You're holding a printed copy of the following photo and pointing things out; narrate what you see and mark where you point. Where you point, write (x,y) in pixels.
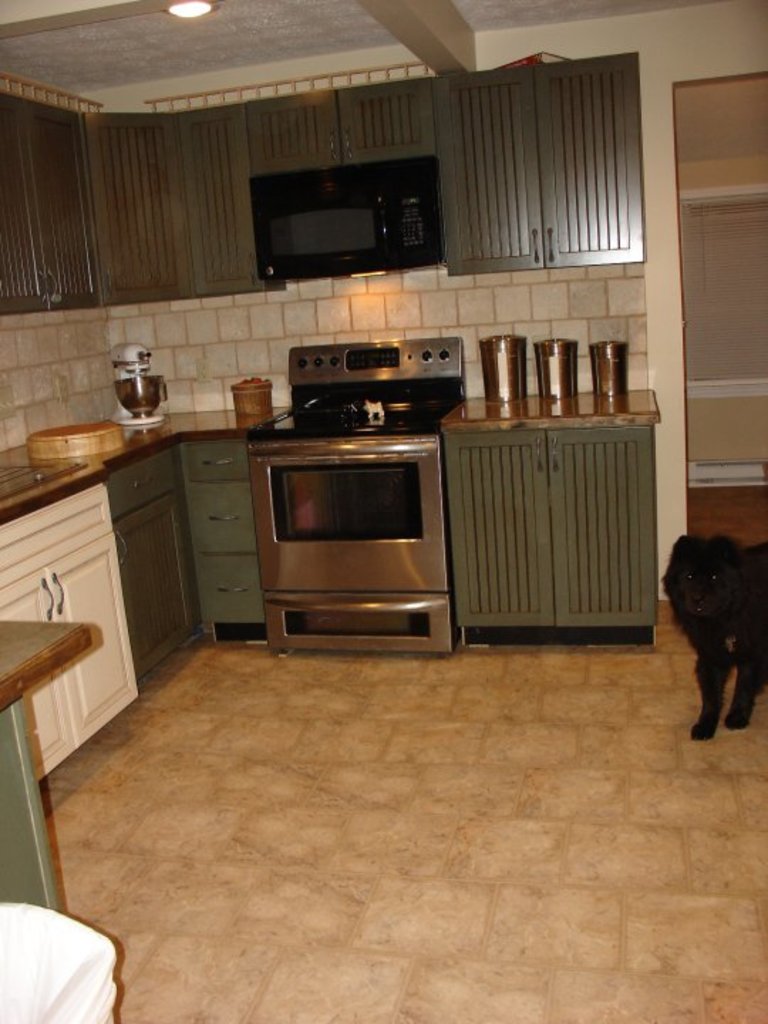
In the image we can see there is a kitchen (181,366) and there is a oven (340,231), electric stove (334,408) and there are three steel vessels (554,364) which are kept on a table (584,561) and over here we can see there is a black colour dog (731,599).
